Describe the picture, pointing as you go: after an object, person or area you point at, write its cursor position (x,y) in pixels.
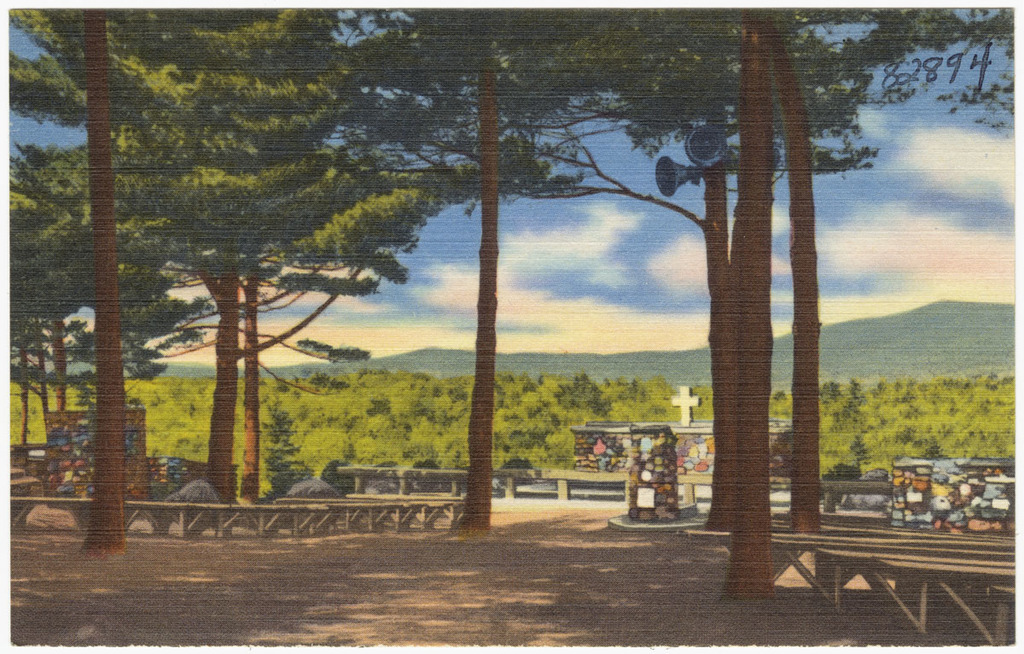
In this image I can see there are trees (489,306), at the top (821,181) it is the sky (665,239). In the middle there are loudspeakers (693,146) that are connected to this tree (716,210), it is a painted image.
